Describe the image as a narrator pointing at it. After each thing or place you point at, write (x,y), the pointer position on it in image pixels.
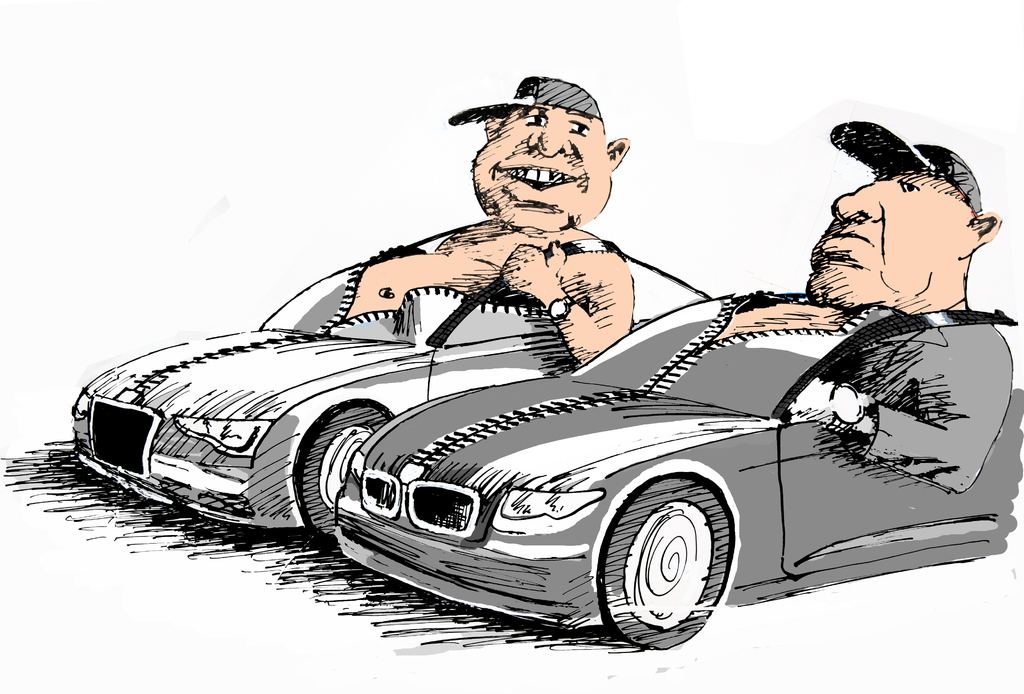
As we can see in the image there is painting (594,281) of two men (505,179) sitting on cars (375,432).
